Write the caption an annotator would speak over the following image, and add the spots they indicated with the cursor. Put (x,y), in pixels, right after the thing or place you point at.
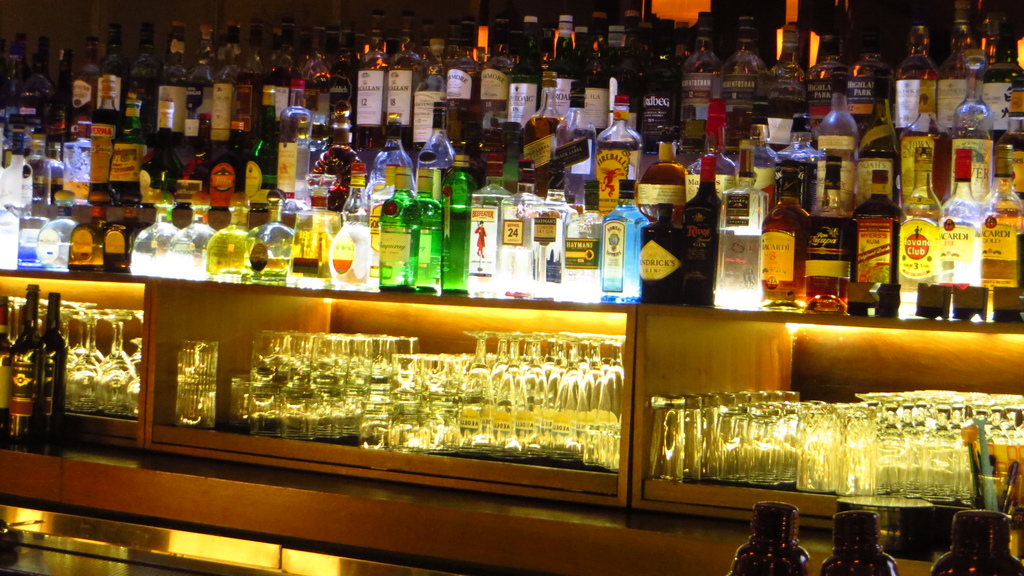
This image is clicked inside a bar (913,363). There are many wine bottles (854,215) on the desk (50,281). At the bottom (672,459), there are empty glasses (733,404) in the desk (77,431).
